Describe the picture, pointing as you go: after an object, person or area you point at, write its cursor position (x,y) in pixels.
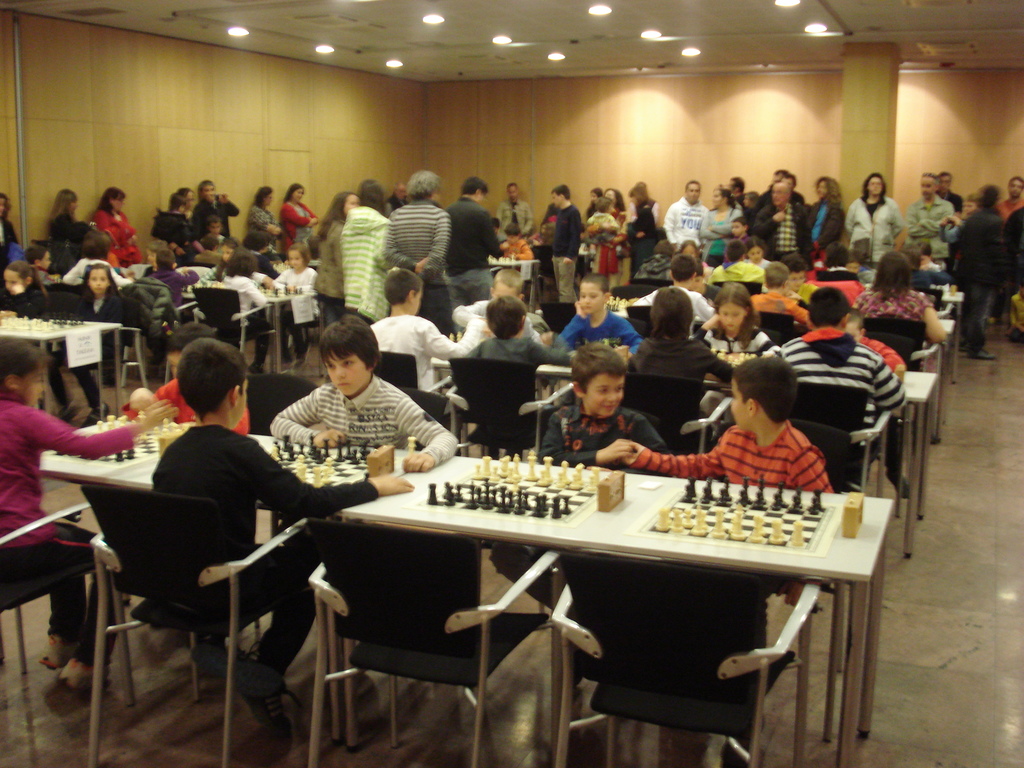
In the image we can see there are lot of people (659,440) who are sitting on chair (234,621) and few people (716,220) are standing at the back (295,219) and on table (874,520) there are chess board (764,520) with coins (562,474) and a stop watch (624,491).
